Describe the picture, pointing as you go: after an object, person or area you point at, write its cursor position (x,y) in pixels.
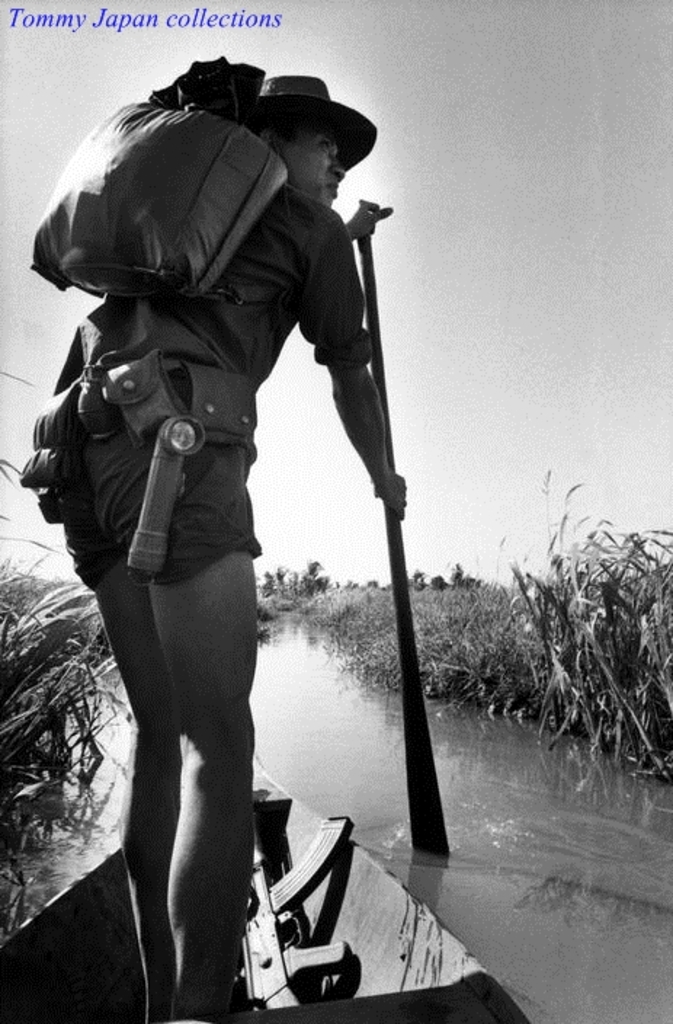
In the foreground of this black and white image, there is a man (189,367) wearing hat (270,84) and backpack (169,187) is holding a paddle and standing on a boat (313,826). We can also see a gun (280,882) on the boat (307,837). In the background (345,650), there is water (313,649), grass (377,621) and the sky (542,264).
